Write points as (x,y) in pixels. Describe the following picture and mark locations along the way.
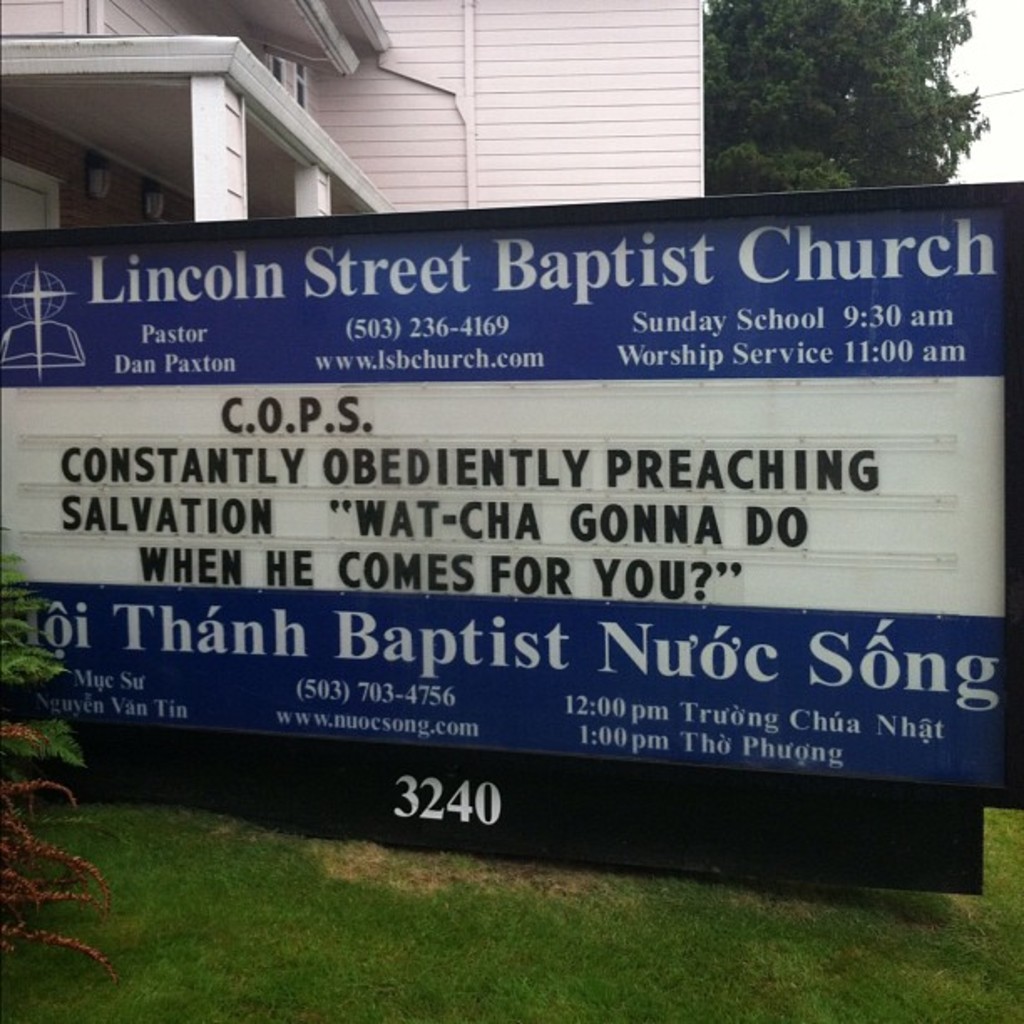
This is an outside view. At the bottom (270,964), I can see the grass (239,930). On the left side (22,778) there are few plants (21,778). In the middle of the image (666,356) there is a board (177,594) on which, I can see some text (259,294). In the background (252,121) there is a building (350,84) and some trees (811,83). In the top right (999,80), I can see the sky (988,92).
